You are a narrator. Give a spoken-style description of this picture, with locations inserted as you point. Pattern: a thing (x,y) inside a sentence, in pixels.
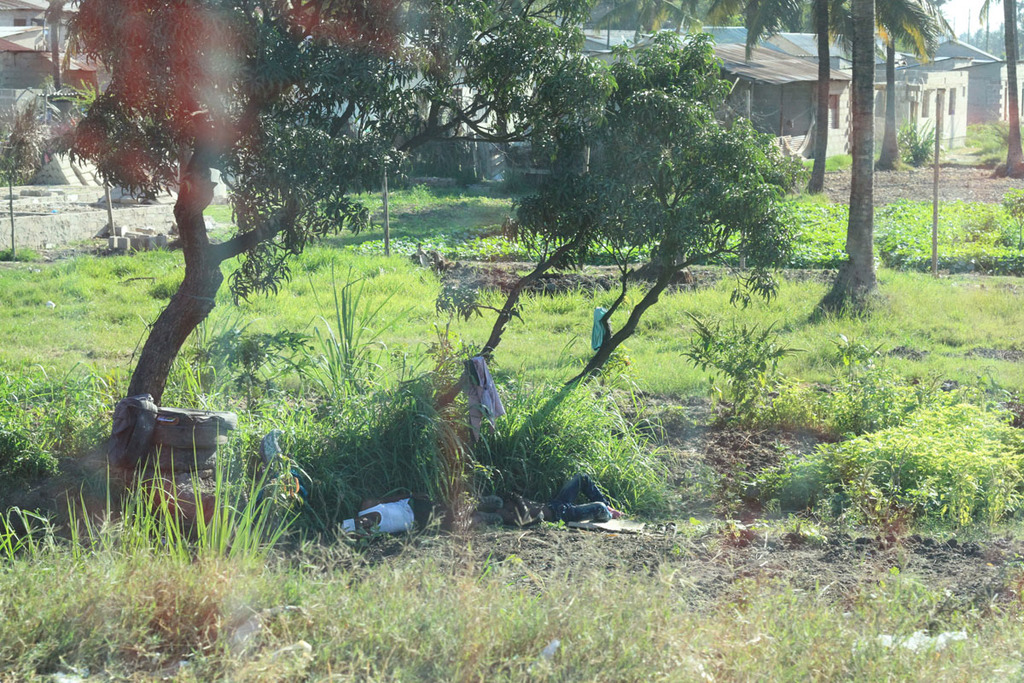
Here we can see grass (652,625), plants (1007,456), and trees (693,123). In the background (24,82) there are houses (934,96).
